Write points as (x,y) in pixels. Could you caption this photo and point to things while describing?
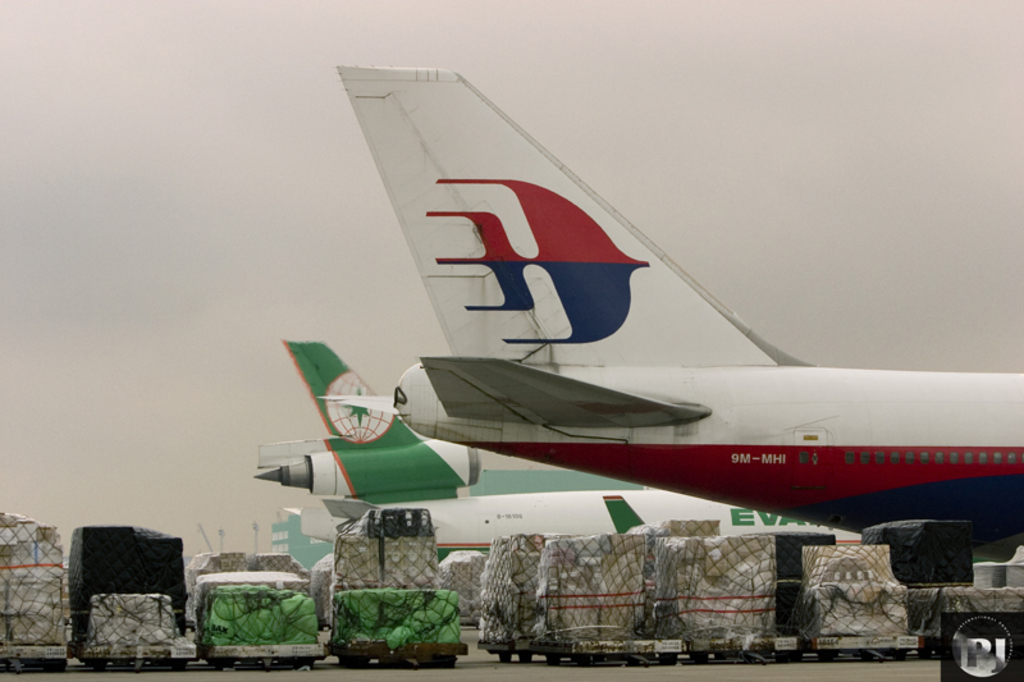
On the right side (698,482), we see airplanes (651,399) in red, white and green color. At the bottom of the picture (319,576), we see many vehicles (408,657) and the plastic bags (545,619) are placed on the vehicles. In the background (301,534), we see a building (296,536) in blue color. At the top (627,177), we see the sky (883,209).
